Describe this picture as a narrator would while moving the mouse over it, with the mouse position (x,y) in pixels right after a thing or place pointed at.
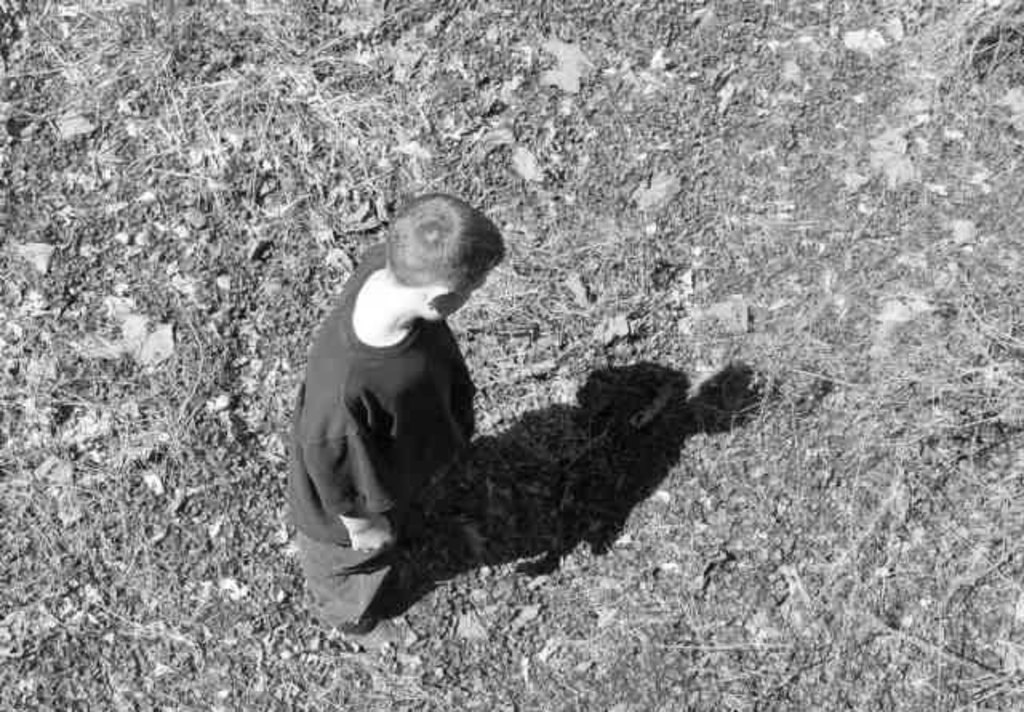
In this image there is one person (309,451) who is standing, and at the bottom (96,494) there are some dry leaves (250,209) and grass (618,295).
